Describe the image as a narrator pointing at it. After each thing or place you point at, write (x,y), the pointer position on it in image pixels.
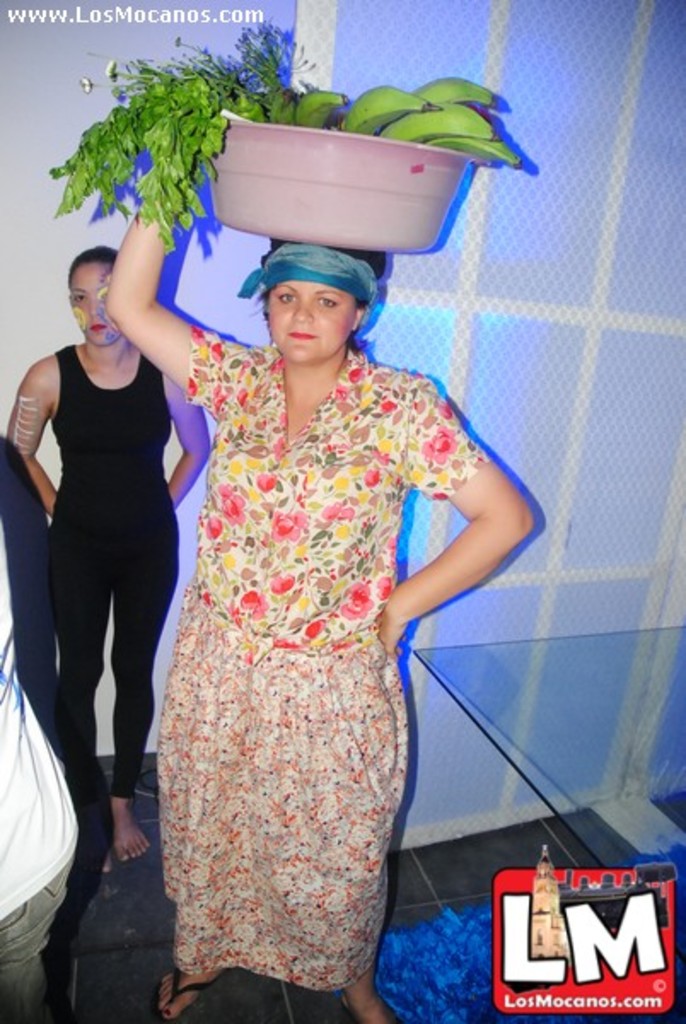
There is a lady (302,694) keeping a basket (333,176) on the head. On the basket (328,163) there are few stems (189,101) with leaves (181,121) and bananas (417,117). In the back (97,445) there's a lady (97,485) standing. On the right side (524,728) there is a glass surface (533,683). In the bottom corner (600,955) there is a watermark (617,940). In the left top corner (55,17) something is written. On the floor (399,853) there is a carpet (438,962).
